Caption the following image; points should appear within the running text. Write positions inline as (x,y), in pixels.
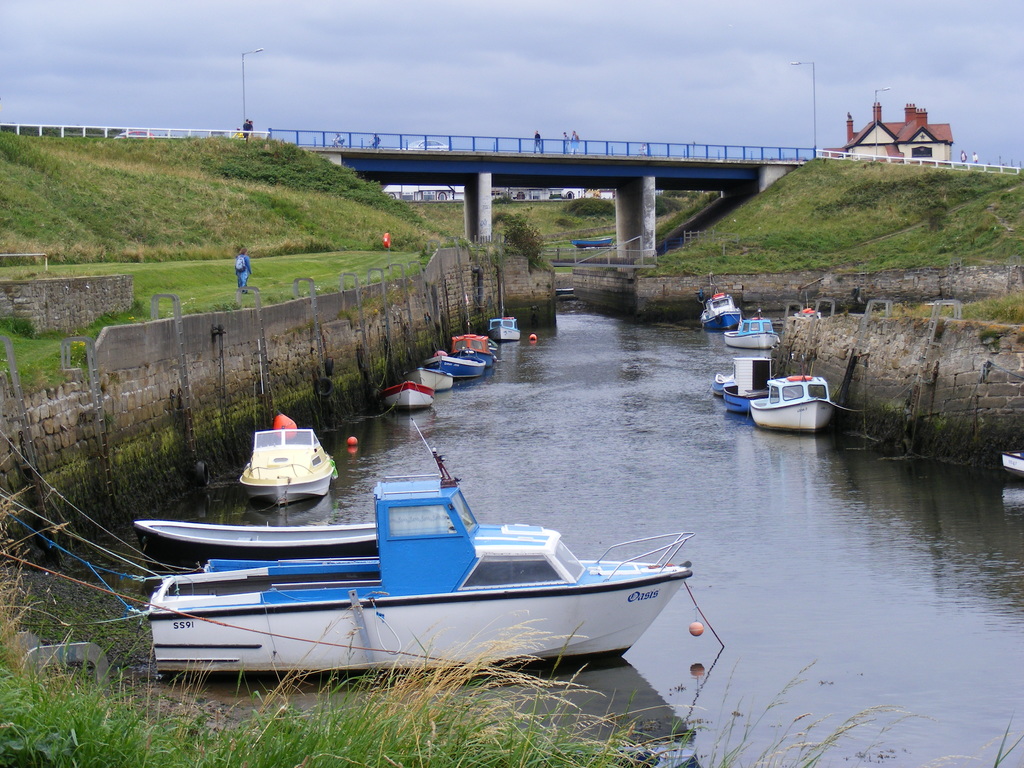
In this image we can see a lake (617,360). To the both side of the lake (617,360) boats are present and the land (801,244) is full of grass (903,209). In the middle of the image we can see a blue color bridge (532,153), poles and one building (903,135). The cloud (228,74) is present.
